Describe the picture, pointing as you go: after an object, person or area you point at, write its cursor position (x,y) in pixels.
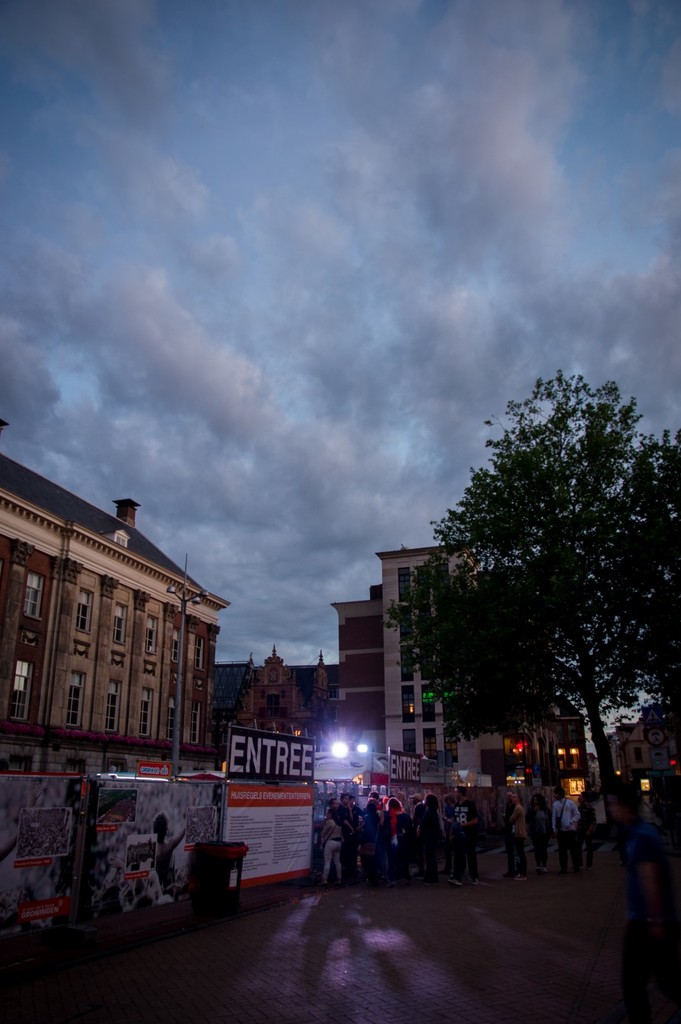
In this image in the middle (348,631), there are people (412,827), lights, posters (273,819), text (270,770), trees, buildings (392,679), sky (377,582) and clouds (359,219). At the bottom (418,944) there is road (405,955).
